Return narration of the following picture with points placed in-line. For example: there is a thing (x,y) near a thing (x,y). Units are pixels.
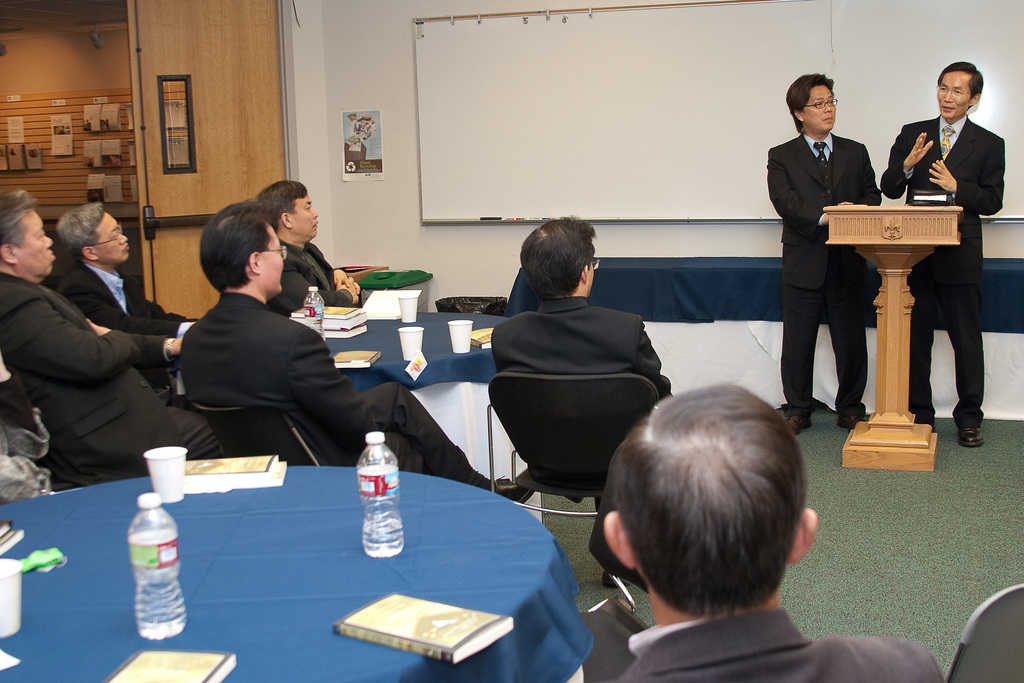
In this image i can see a group of people (279,347) sitting on a chair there are two bottles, a glass (157,470), three books (386,631) on a table (243,650), here two men (832,267) are standing in front of the podium (918,211), at the back ground (674,139) i can see a board (434,70), a wall (400,63), a paper (346,125) stick to a wall (378,86) and a wooden door (222,106).
